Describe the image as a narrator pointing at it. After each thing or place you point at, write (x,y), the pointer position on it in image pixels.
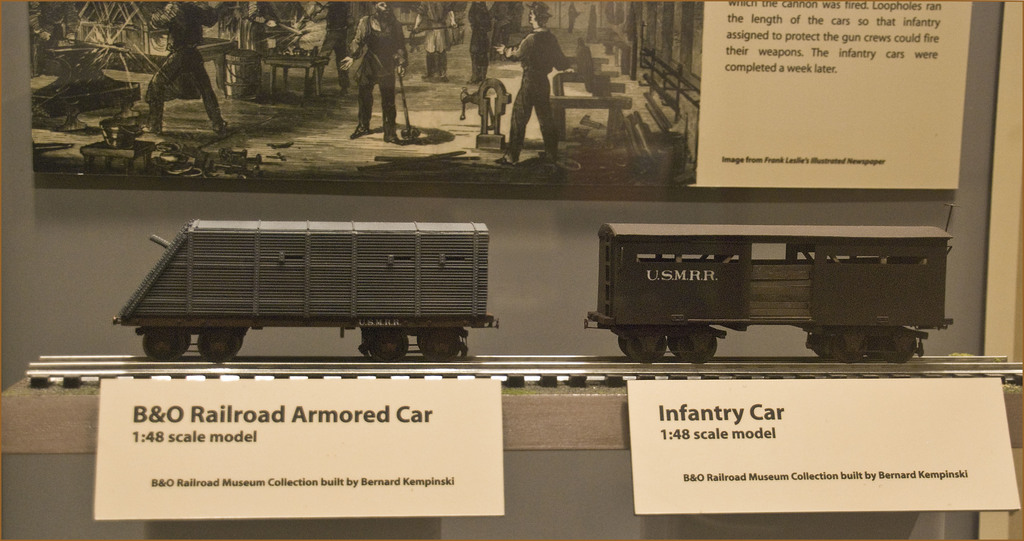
In this image I can see two toy trains (394,276), two white colored boards (682,406) and a huge board (470,102). I can see a photograph (343,69) of few persons (176,75) standing and few other objects (260,64).
